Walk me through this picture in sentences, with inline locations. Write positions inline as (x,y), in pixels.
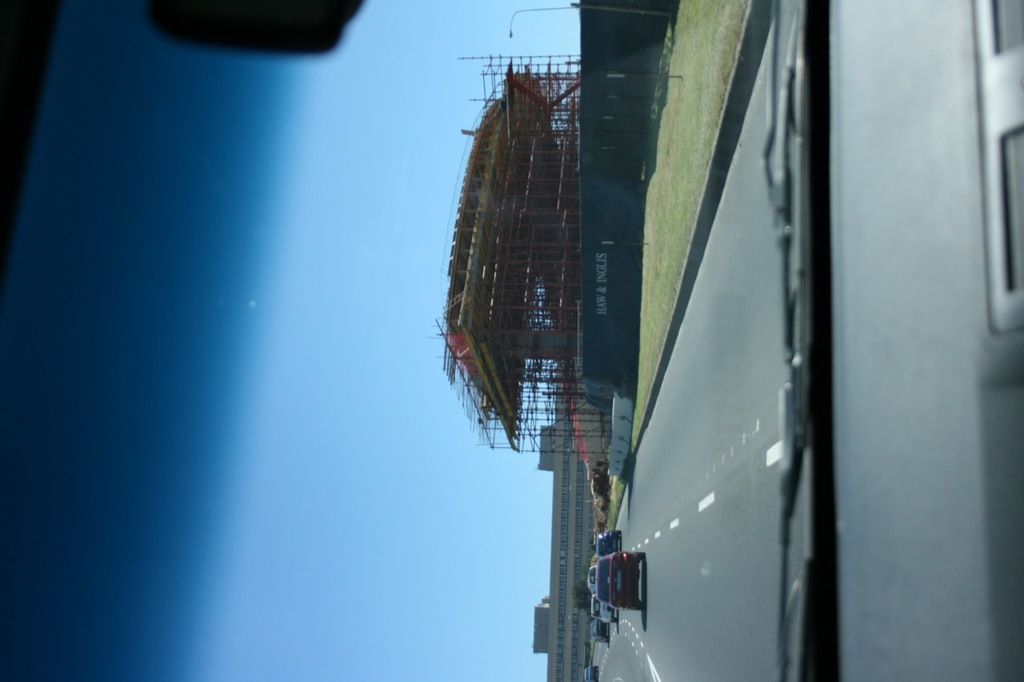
In this picture I can see there are few cars (602,619) moving on the road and there is a building (473,258) constructed on the right side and there is a building (561,575) in the backdrop (561,472) and the sky (358,159) is clear.
